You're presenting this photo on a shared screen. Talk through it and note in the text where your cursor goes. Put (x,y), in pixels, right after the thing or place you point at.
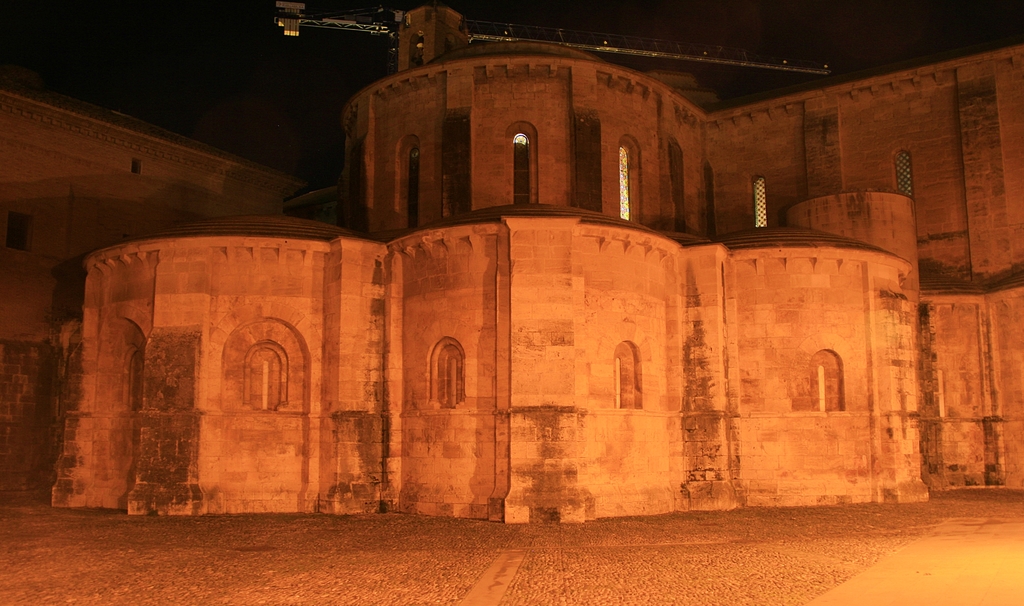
There are buildings (64,120) having windows (940,384) on the ground (673,537). And the background (857,40) is dark in color.
